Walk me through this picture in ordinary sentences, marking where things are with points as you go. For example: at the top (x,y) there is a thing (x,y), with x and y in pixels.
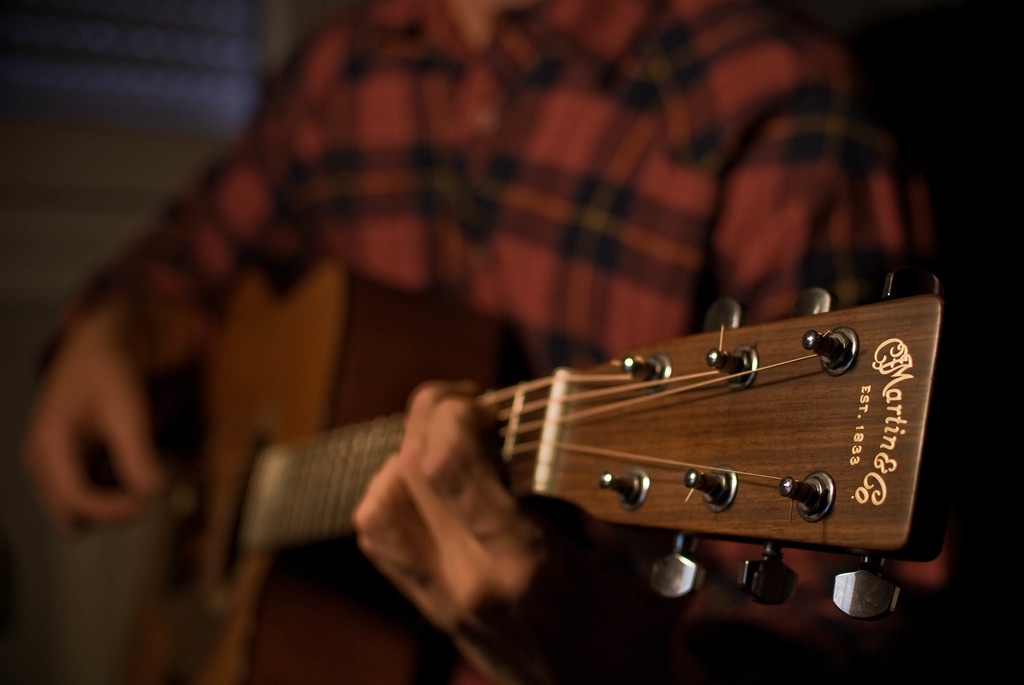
This picture is little blurry. We can see a person (627,230) playing a guitar (806,480).
